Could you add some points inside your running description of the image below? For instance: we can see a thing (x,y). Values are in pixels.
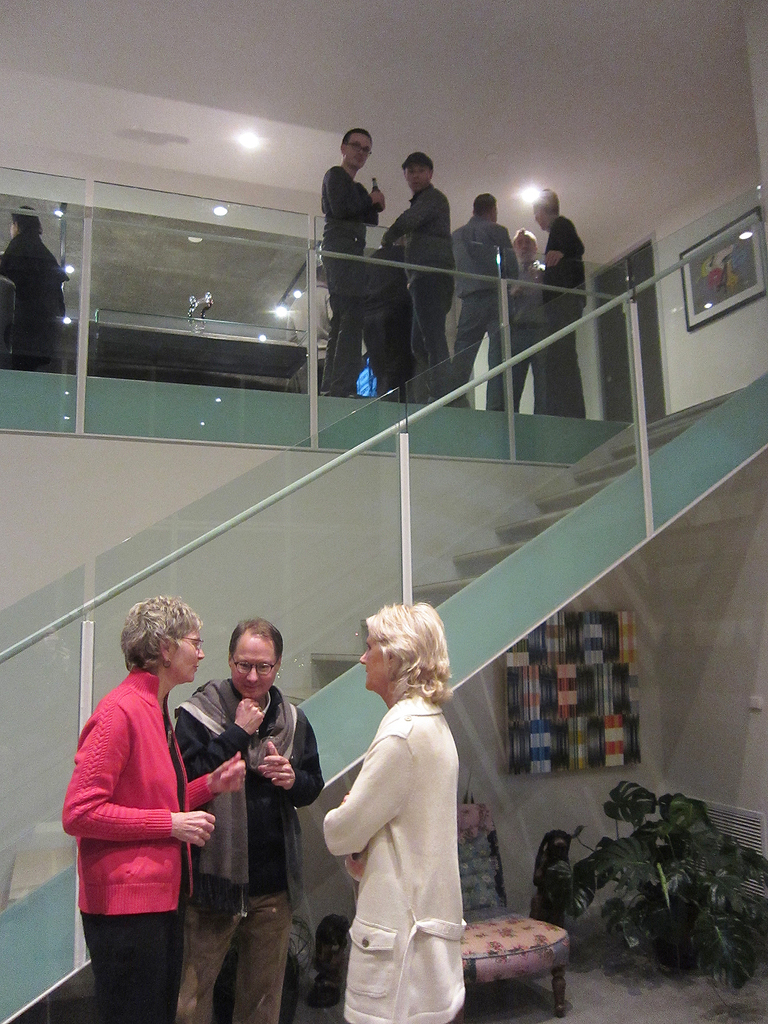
In this image in front (390,958) there are three people (250,1015). Behind them there is a chair (569,937). There is a flower pot (625,795). There is a board (627,766) on the wall (717,660). In the center of the image (458,586) there are stairs (724,395). There is a railing (521,514). There are a few people (470,283) standing on the floor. On the right side of the image (740,289) there is a photo frame (708,313) on the wall (727,351). In the background of the image (257,345) there is a sink (235,327). There is a tap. On top of the image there are lights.
